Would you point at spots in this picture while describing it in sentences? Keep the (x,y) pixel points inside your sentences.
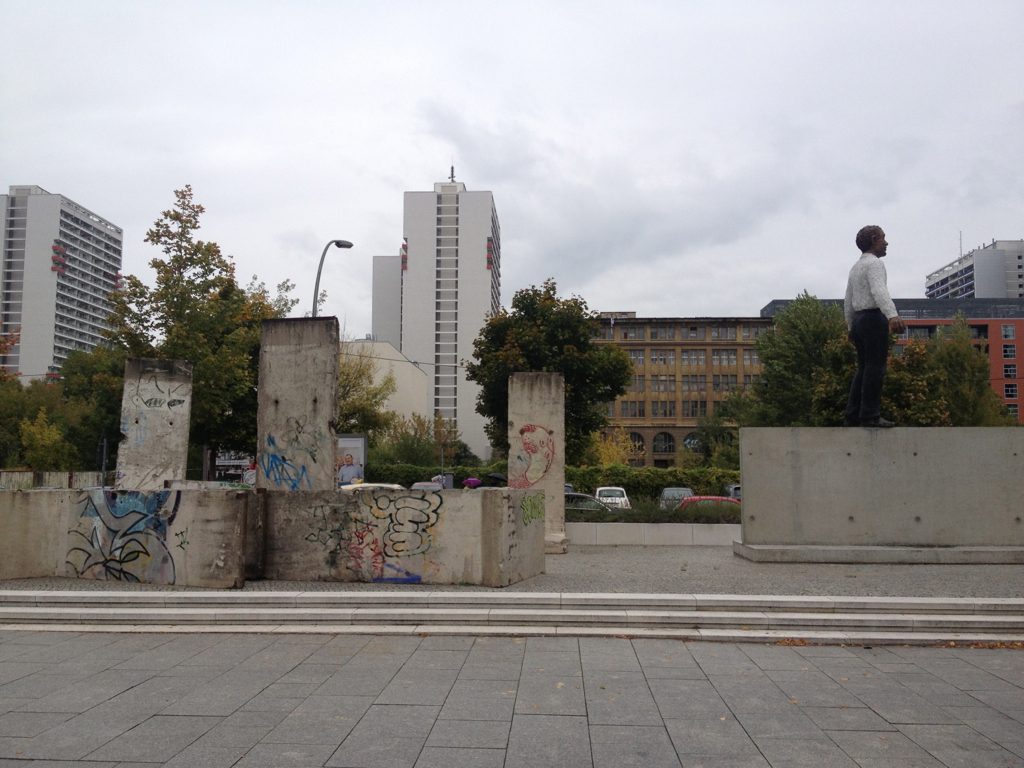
In this image on the right side (869,275) there is one statue (876,305), on the wall (833,526) on the left side (125,501) there is a wall (392,527). On the wall (493,520) there are some graffiti (128,535) and in the background (199,413) there are some buildings (665,400), houses (680,355), trees (206,305), pole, street light (344,245) and some vehicles (682,505). At the bottom (466,689) there is a walkway (754,684) and some stairs (463,618), on the top of the image (579,161) there is sky (805,164).
